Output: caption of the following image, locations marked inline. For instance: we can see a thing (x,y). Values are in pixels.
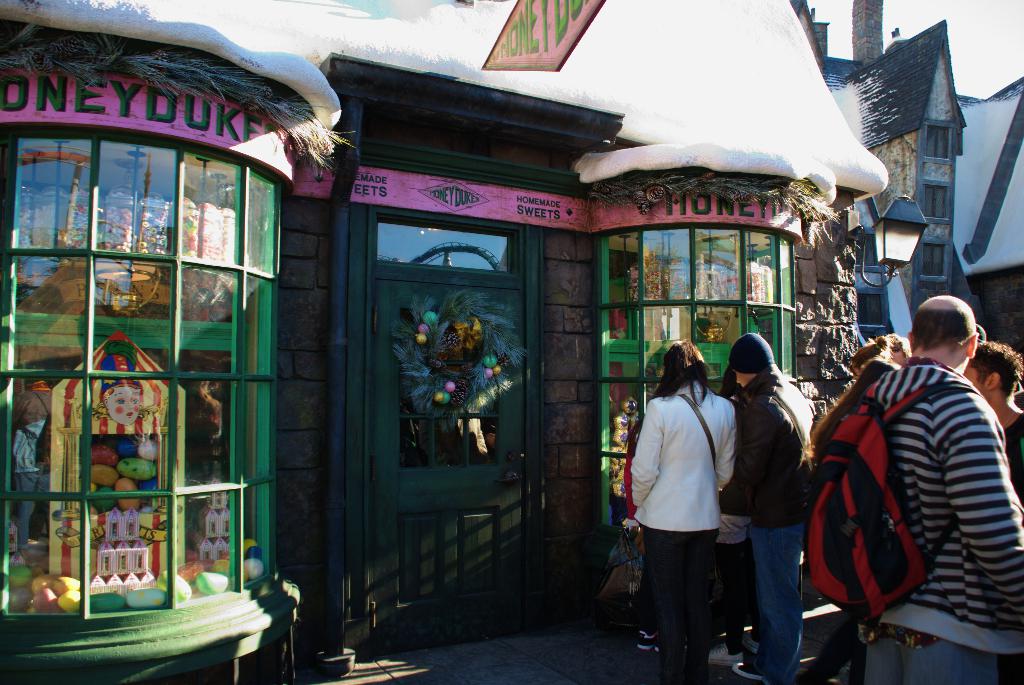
In this image there is a shop (347,317), garland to a door (410,407), light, toys (29,567) inside the shop (325,478), group of people (988,490) standing, building (962,204), and in the background (1016,7) there is sky (967,26).
